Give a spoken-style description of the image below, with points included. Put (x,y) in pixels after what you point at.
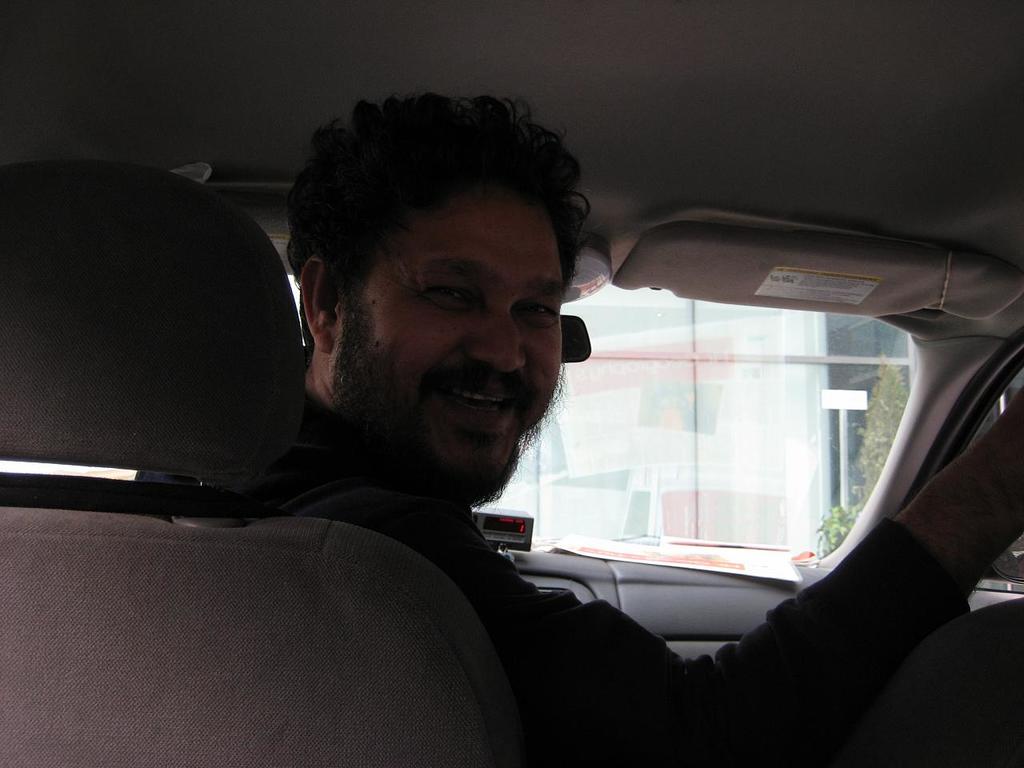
In the image we see there is a man (885,574) in front who is smiling and he is wearing a black jacket (306,481) and he is sitting in a car (923,398).
